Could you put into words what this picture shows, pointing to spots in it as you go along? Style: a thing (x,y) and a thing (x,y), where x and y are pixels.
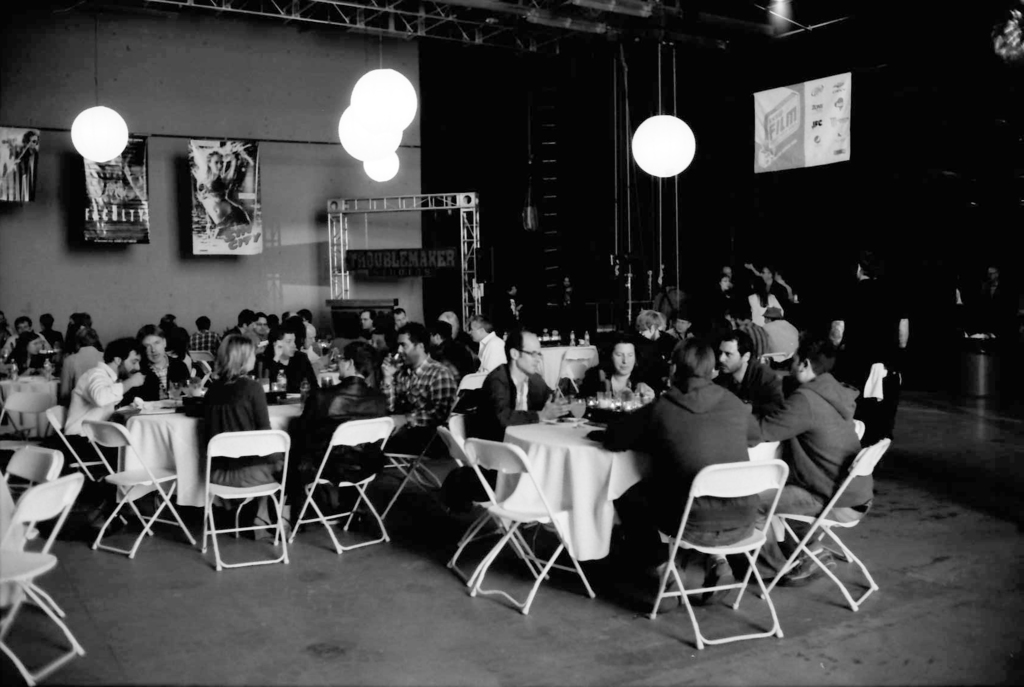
In this image there are group of people (509,417) sitting in chair (241,451), in table (580,442) there are group of glasses (585,405), and at the back ground (787,21) there are paper lanterns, iron rods (662,65), lights (650,119), name board (403,273), speaker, frames (252,232) attached to wall (186,201).
